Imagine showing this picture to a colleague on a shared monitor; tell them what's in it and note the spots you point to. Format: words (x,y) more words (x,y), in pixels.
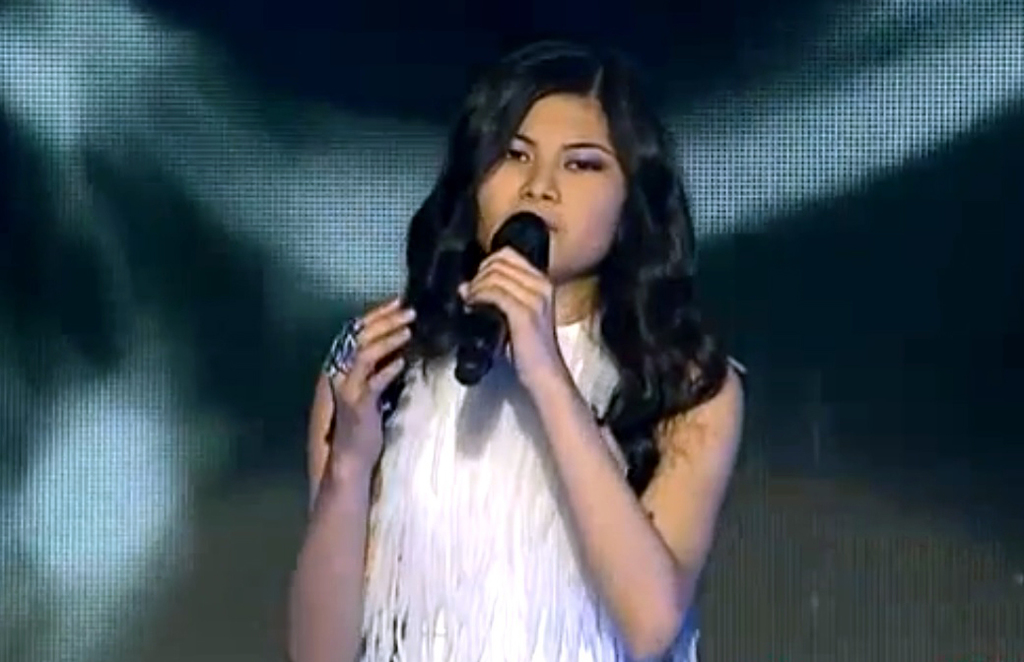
There is a lady (448,519) with dress (468,493) holding a mic (489,309) in her hand (494,288).
